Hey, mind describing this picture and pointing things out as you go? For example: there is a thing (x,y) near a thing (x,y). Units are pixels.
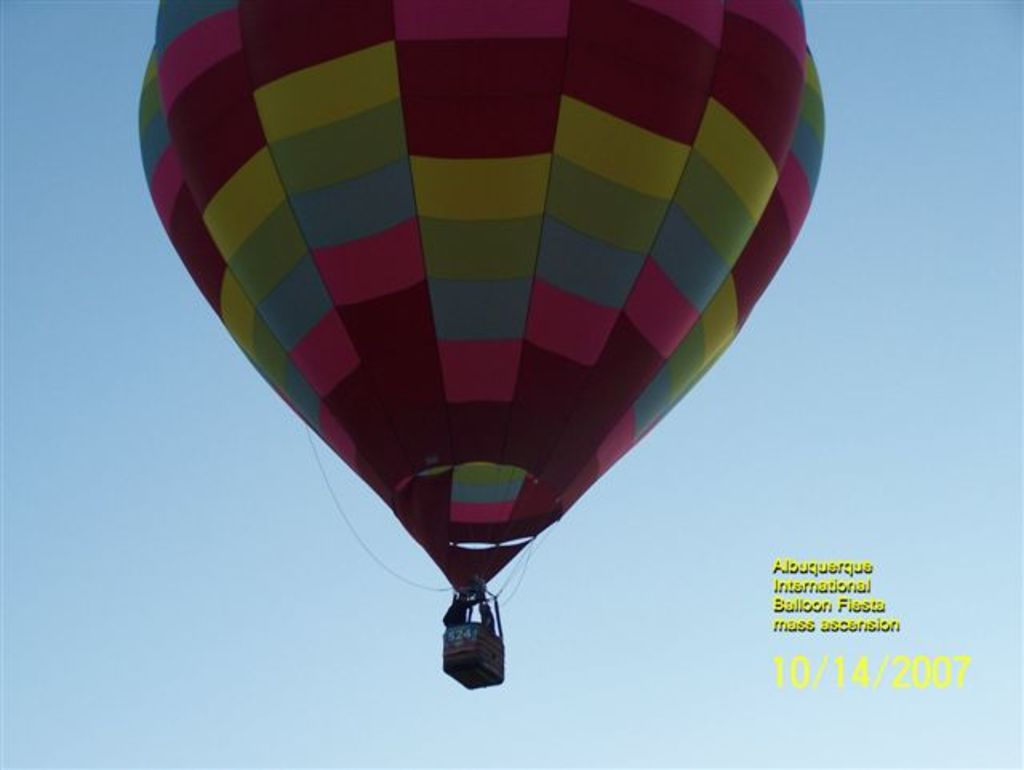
In this image I can see an air balloon (489,445) in the front (267,292) and in the background (288,546) I can see the sky (851,283). I can also see few watermarks (855,578) on the bottom right side of this image (867,642).
